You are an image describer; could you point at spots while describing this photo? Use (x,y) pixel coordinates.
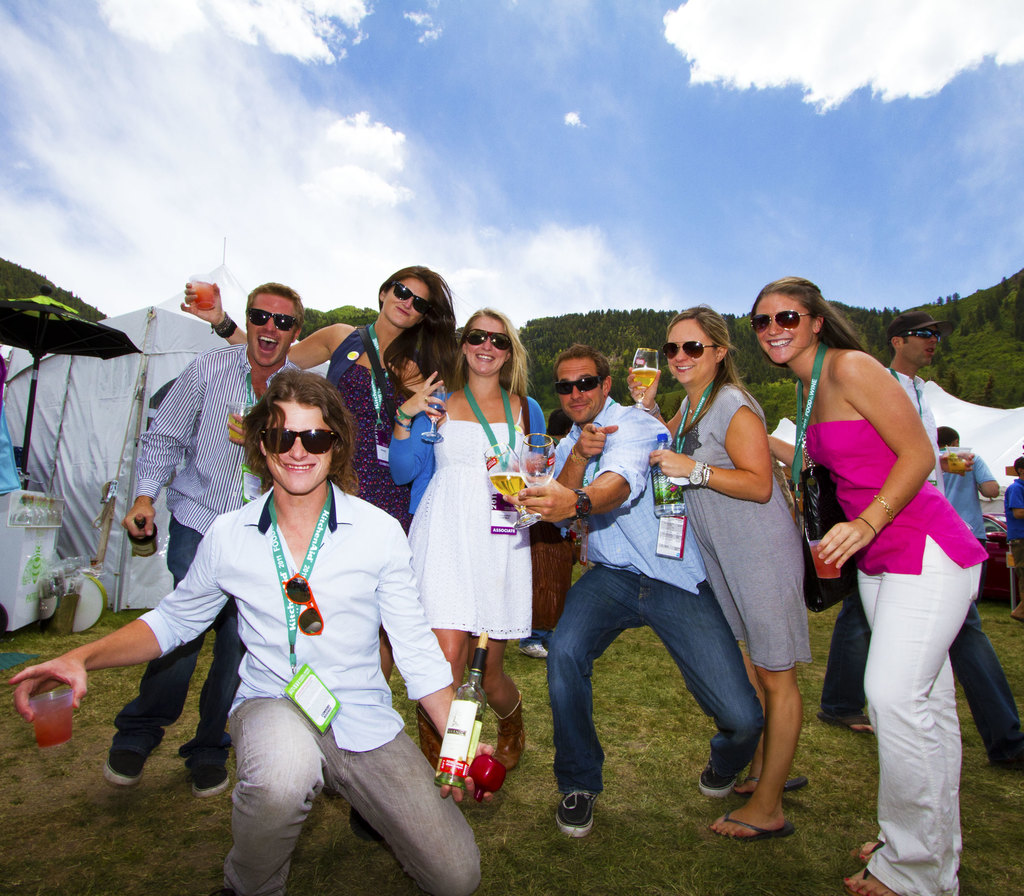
There are group of people (484,492) standing and smiling. They wore goggles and tags (298,601). They are holding the bottles (475,675) and wine glasses (496,456) in their hands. I think these are the tents (128,406). In the background (604,322), I can see the mountains (591,329) and trees (579,337). This is the grass (664,814). These are the clouds (353,112) in the sky (655,199).
